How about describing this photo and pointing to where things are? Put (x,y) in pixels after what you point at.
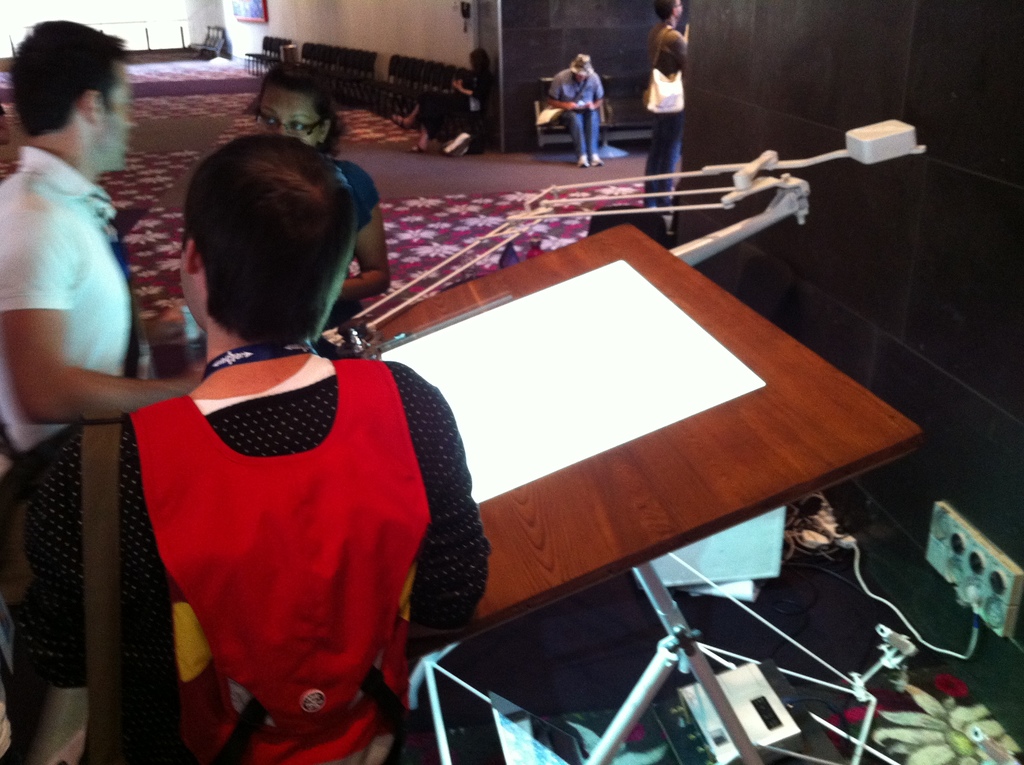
This picture describes about group of people (570,78), some are seated on the chair (540,127) and some are standing. In the left side of the image (91,407) three people (59,311) standing in front of the table (681,505), on the right side of the image (747,675) we can see some electronic items (945,561).
